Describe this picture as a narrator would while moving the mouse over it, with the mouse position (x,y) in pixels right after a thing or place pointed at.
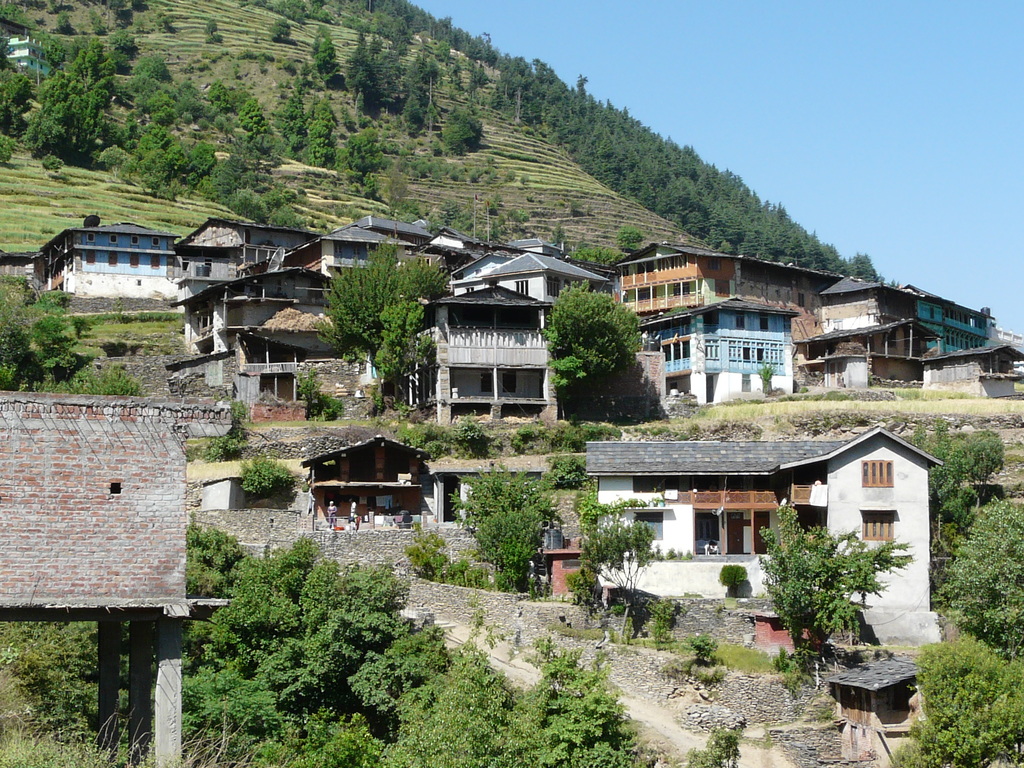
In this image we can see houses (730,326), trees (307,683), poles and building (39,67). In the background (724,61) there is sky (621,93).
